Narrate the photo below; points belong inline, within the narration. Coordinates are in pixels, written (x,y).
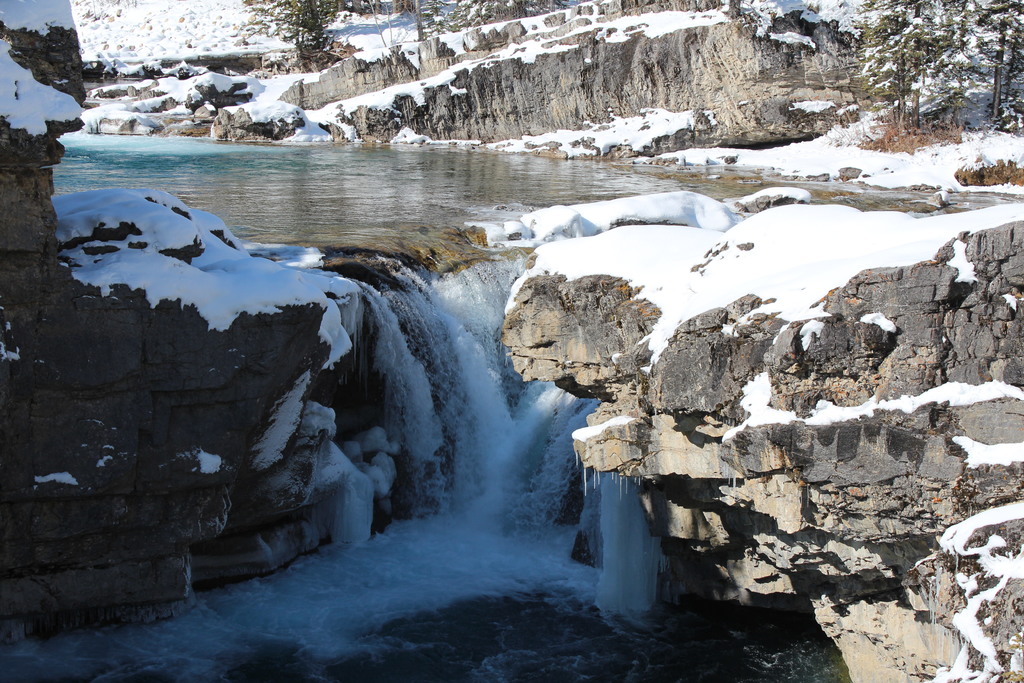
We can see snow (59,204), water (387,235), rocks (226,363) and trees (891,101).
